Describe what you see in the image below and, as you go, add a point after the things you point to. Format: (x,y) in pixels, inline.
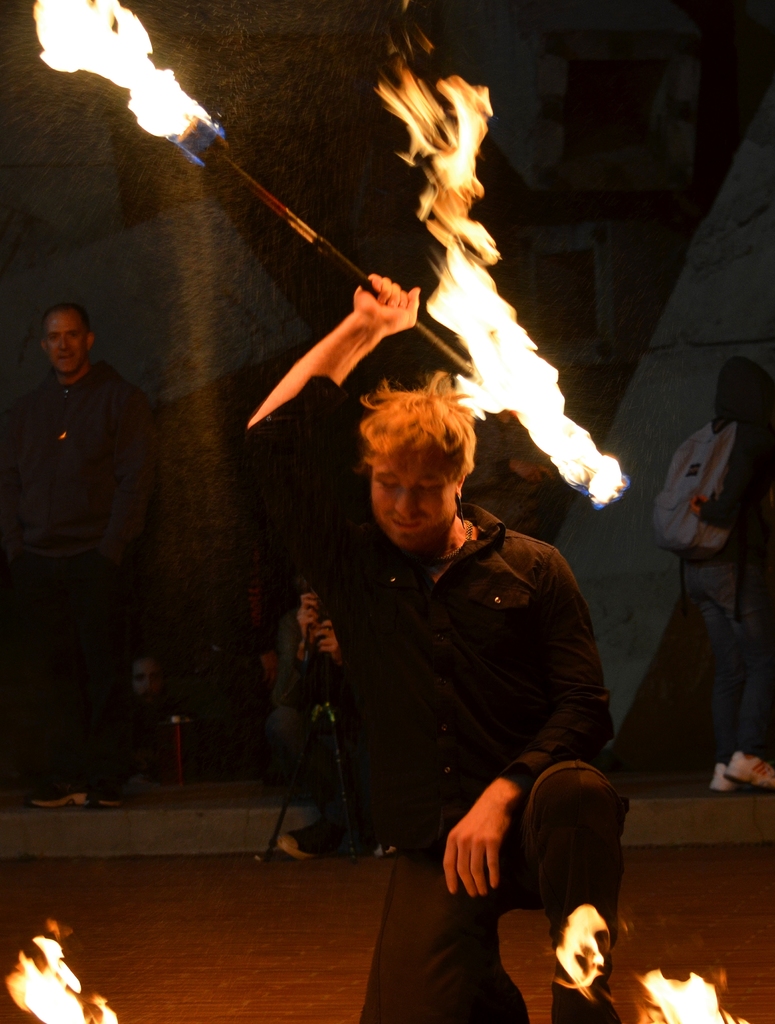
In this image I can see a person (386,516) playing with fire (473,193). In the background (64,382) there are few people (82,341) and there are some objects (311,686).
